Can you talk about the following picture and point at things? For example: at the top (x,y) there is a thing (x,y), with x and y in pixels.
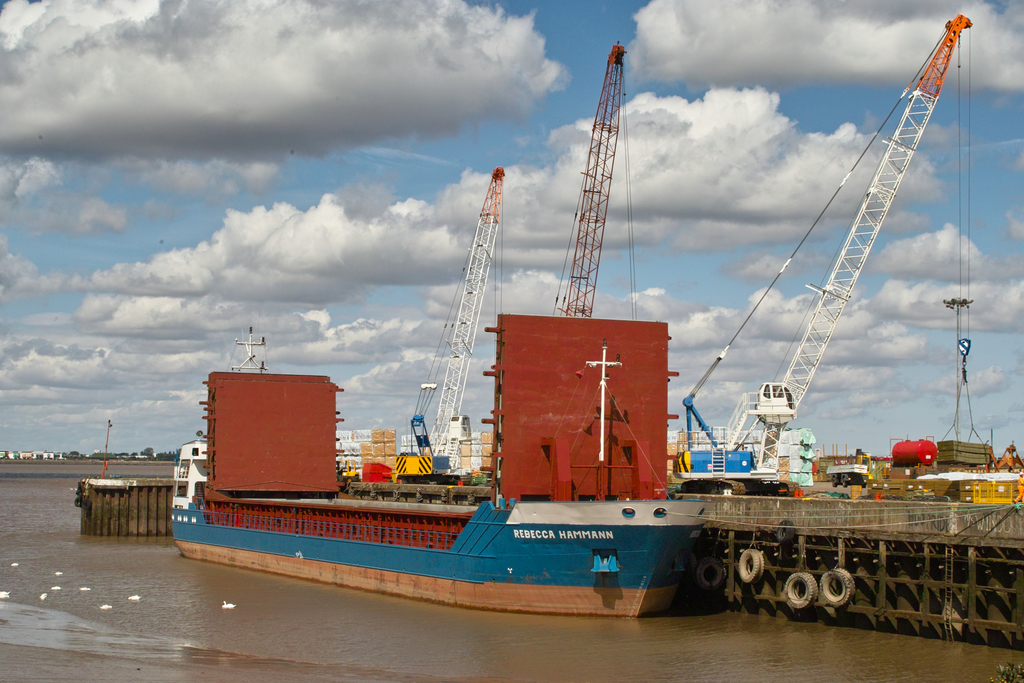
In this image there is a ship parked at the harbor (921,609) where we can see there are so many cranes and some goods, also there are some swans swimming on the water (246,603), at the back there are some buildings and trees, and some clouds (835,177) in the sky (798,254).
